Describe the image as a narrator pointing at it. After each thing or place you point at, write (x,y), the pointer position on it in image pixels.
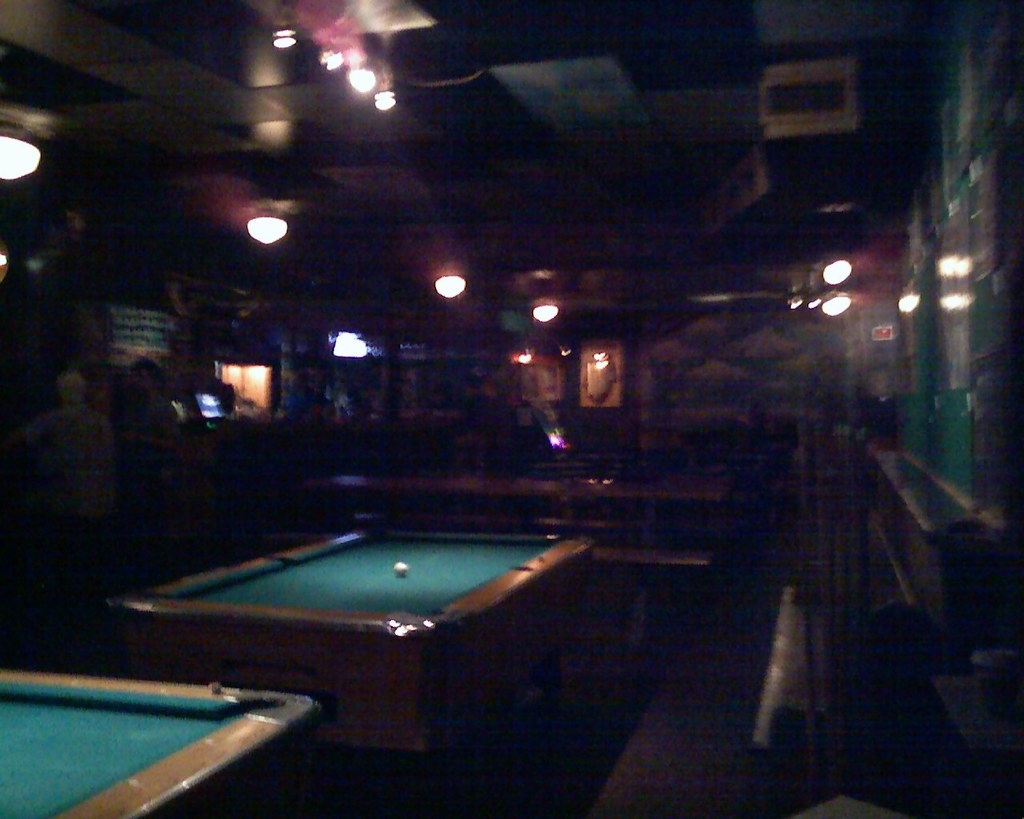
As we can see in the image there are lights (362,72) and two billiards boards (409,594).
